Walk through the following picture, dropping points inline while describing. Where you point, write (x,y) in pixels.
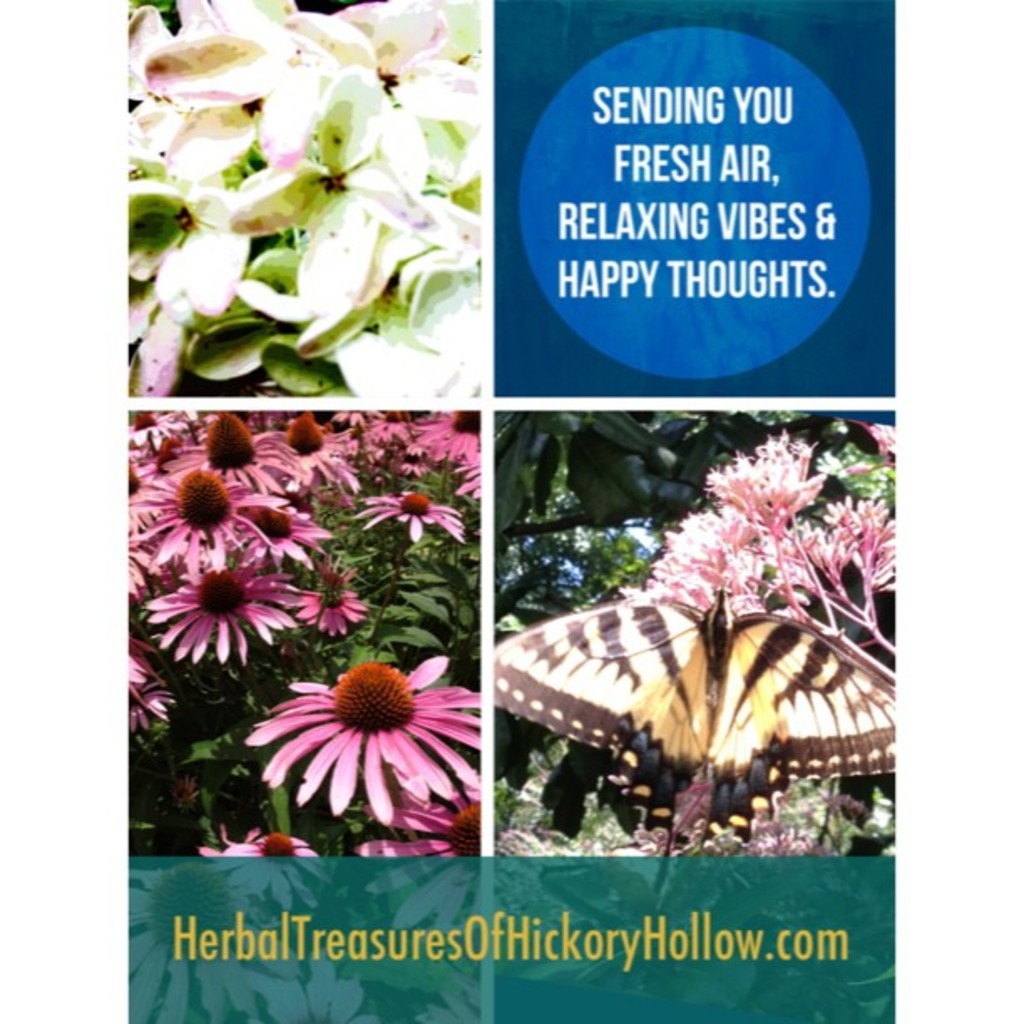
In this image I can see it is the photo collage. On the left side (280,584) there are flowers (363,608), on the right side (845,586) there is the butterfly (661,654) on the flowers (803,469). At the bottom (199,937) there is the website name (552,949).
